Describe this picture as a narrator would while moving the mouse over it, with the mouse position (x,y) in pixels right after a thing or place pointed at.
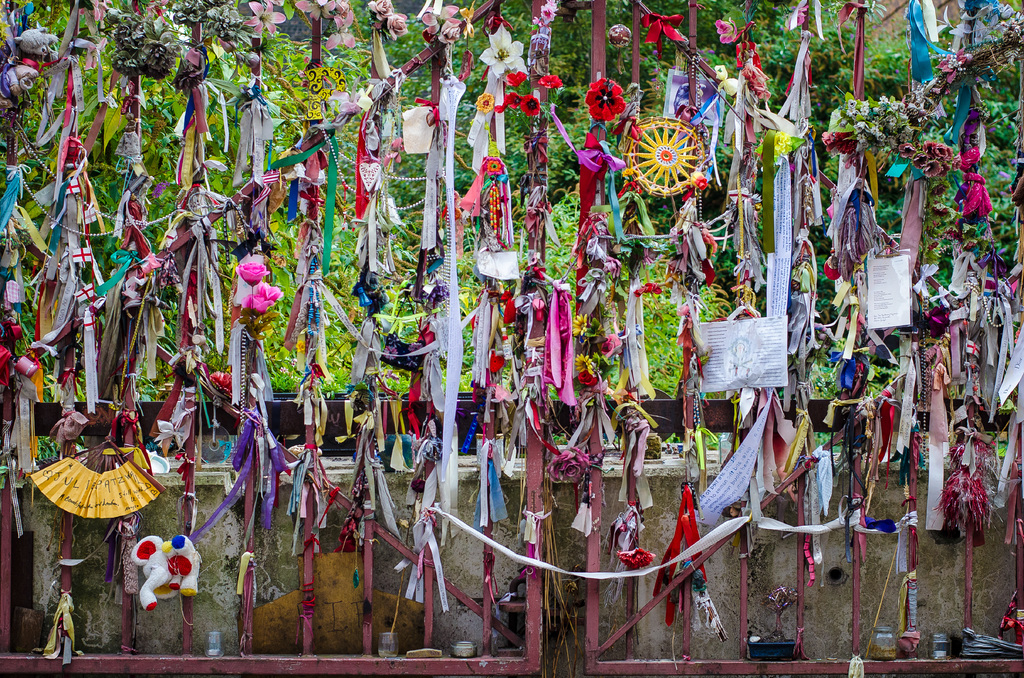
In this image we can see the iron gates (520,653) and there are some objects (965,337) like flowers (137,70), papers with some text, ribbons (745,479) and some other things (873,209) attached to the gates (190,605). In the background (718,398), we can see some trees (397,266).
